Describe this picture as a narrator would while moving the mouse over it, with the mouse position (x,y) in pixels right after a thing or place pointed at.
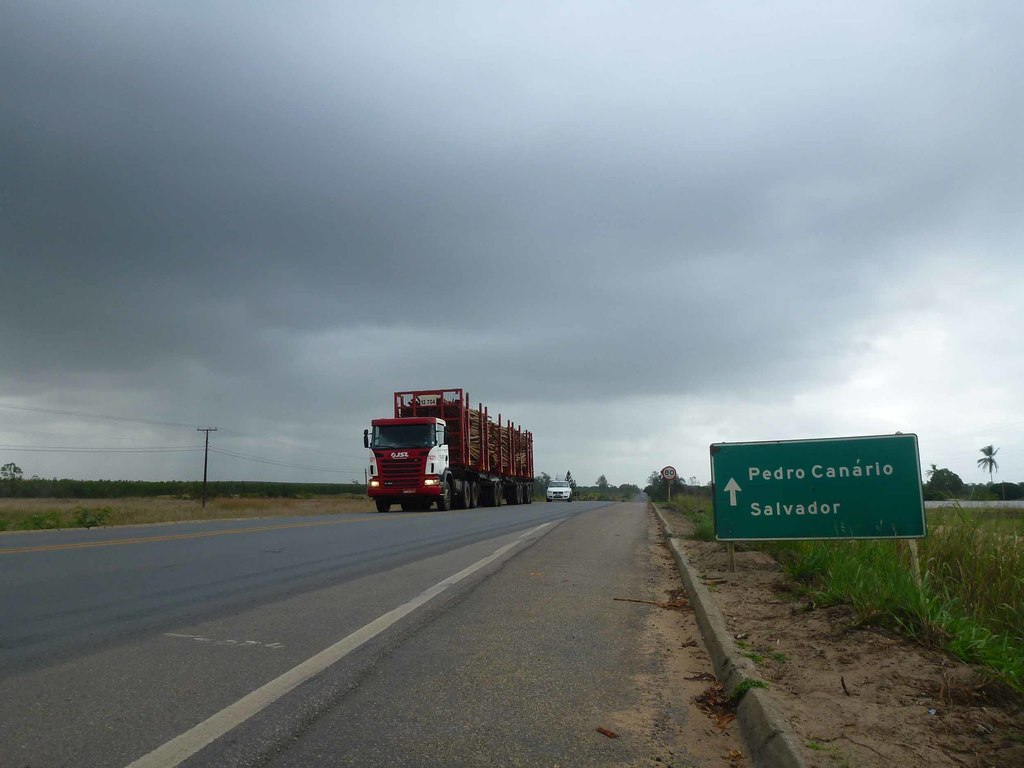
In this image, we can see vehicles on the road (252,529) and in the background (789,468), there are trees (937,487), boards (896,451) and we can see poles (206,442) along with wires (239,451). At the top (466,224), there is sky (615,287) and at the bottom (973,538), there is ground (971,552) covered with grass (961,566).
